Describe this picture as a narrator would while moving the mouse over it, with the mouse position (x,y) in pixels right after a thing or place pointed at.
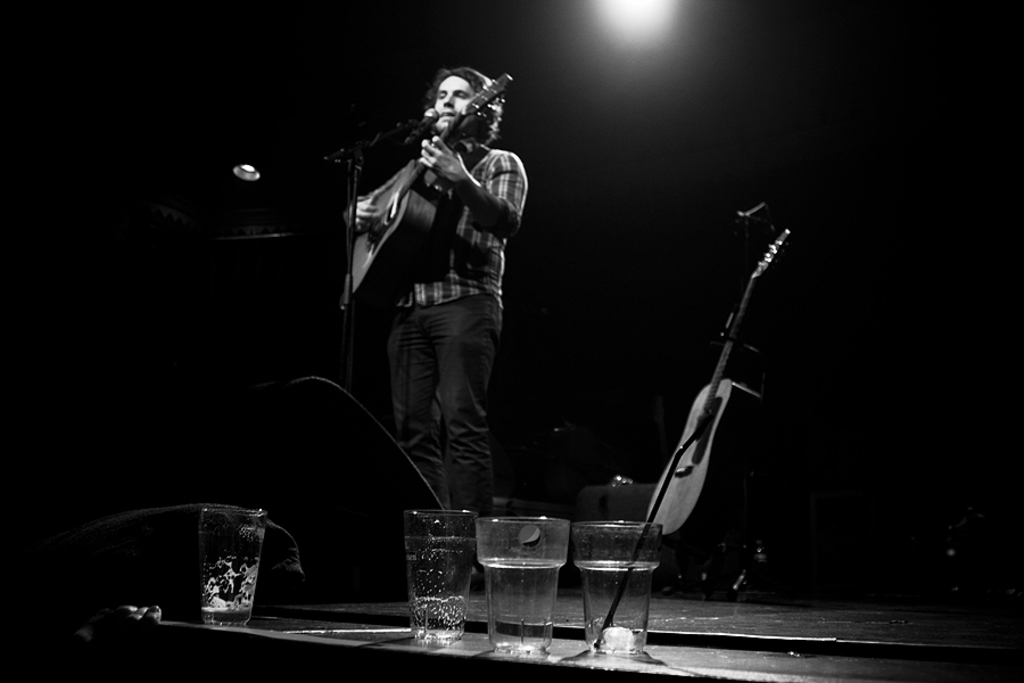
In the center of the image (495,344) there is a man (451,378) standing and playing guitar (395,259). There is a mic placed before him. At the bottom of the image (467,636) there is a table (267,617) and there are glasses (248,593) placed on the table (531,620). On the right (685,498) there is a guitar (697,490). At the top (632,32) there are lights (249,172).
